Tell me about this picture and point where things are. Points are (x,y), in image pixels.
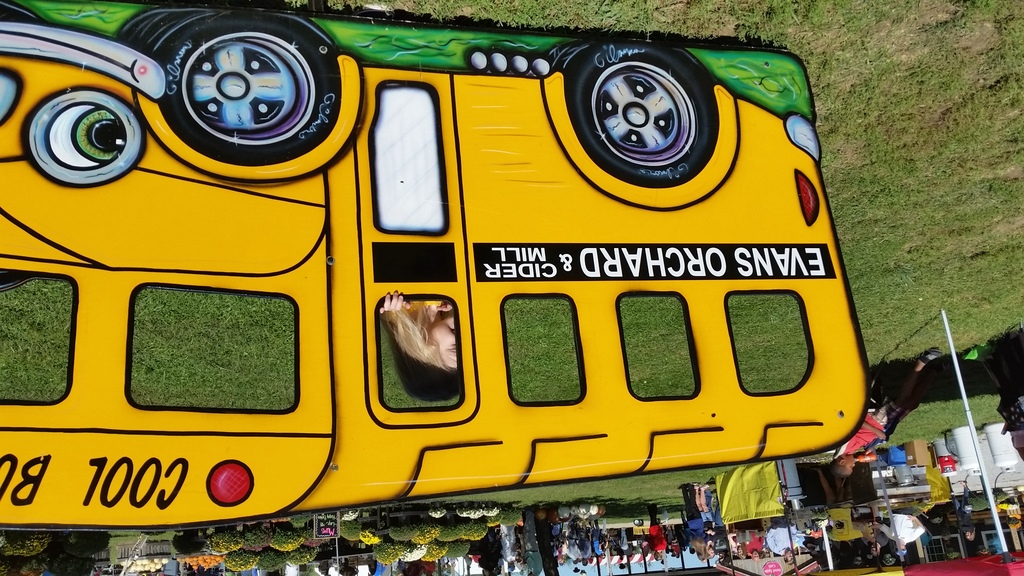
It is an image is in the shape of a bus (344,329) and here few people (796,532) are there.
